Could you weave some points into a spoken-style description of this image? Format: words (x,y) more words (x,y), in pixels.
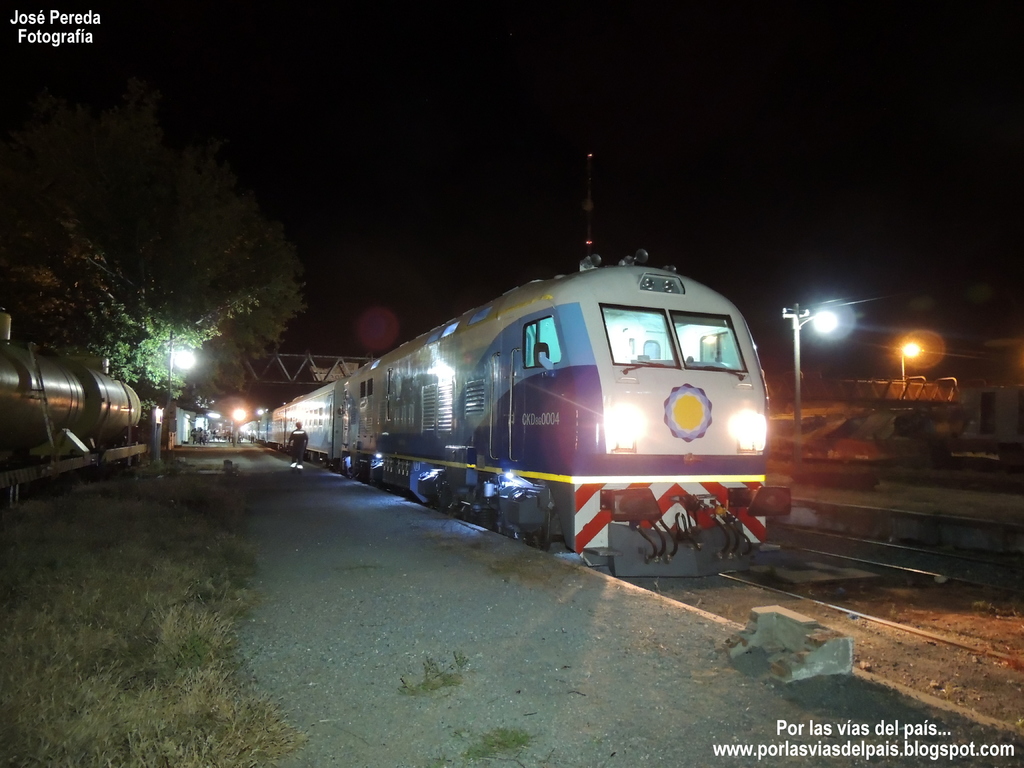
This is a railway station (239,444). These are the lights (181,369). This is a tree (200,285) and the sky (620,170) is very dark. Here at the left side of the train (313,450) we can see one person (301,454) standing. This is a railway track (863,612).
